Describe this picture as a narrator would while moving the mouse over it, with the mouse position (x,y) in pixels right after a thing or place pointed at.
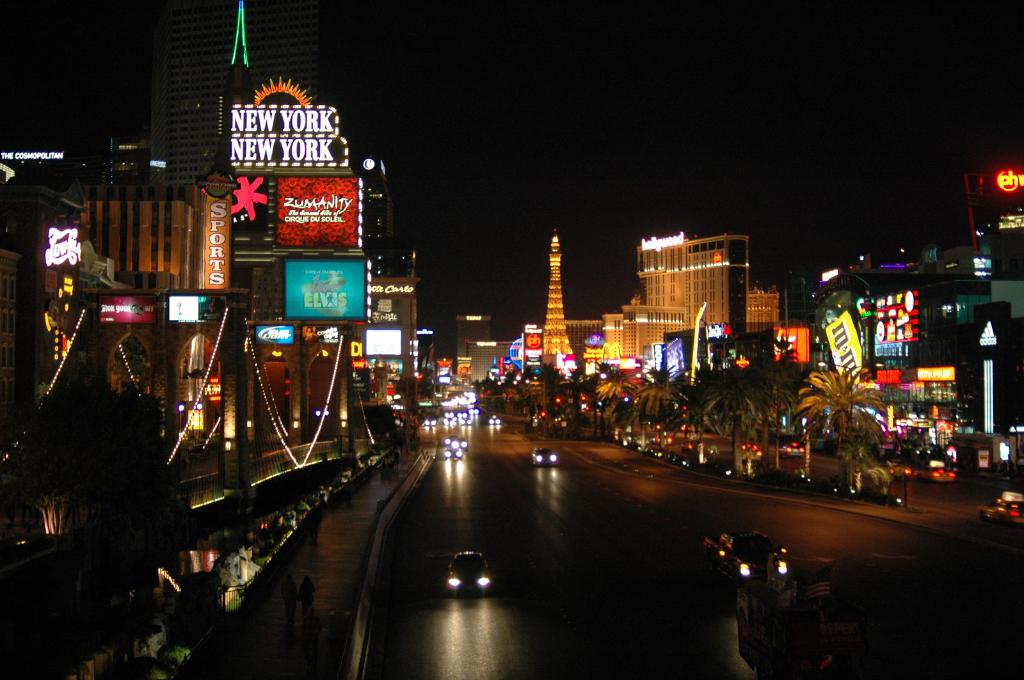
In this picture we can see buildings (254,409), on the right side (738,395) there are trees (740,433), we can see hoardings (270,143) and digital screens (343,283) here, there are some vehicles (466,447) traveling on the road (528,484), in the background (544,355) there is a tower (553,301), we can see some lights (134,380) here, there is the sky (541,93) at the top of the picture (570,89), at the left bottom (313,633) there are some people (303,608) walking.
